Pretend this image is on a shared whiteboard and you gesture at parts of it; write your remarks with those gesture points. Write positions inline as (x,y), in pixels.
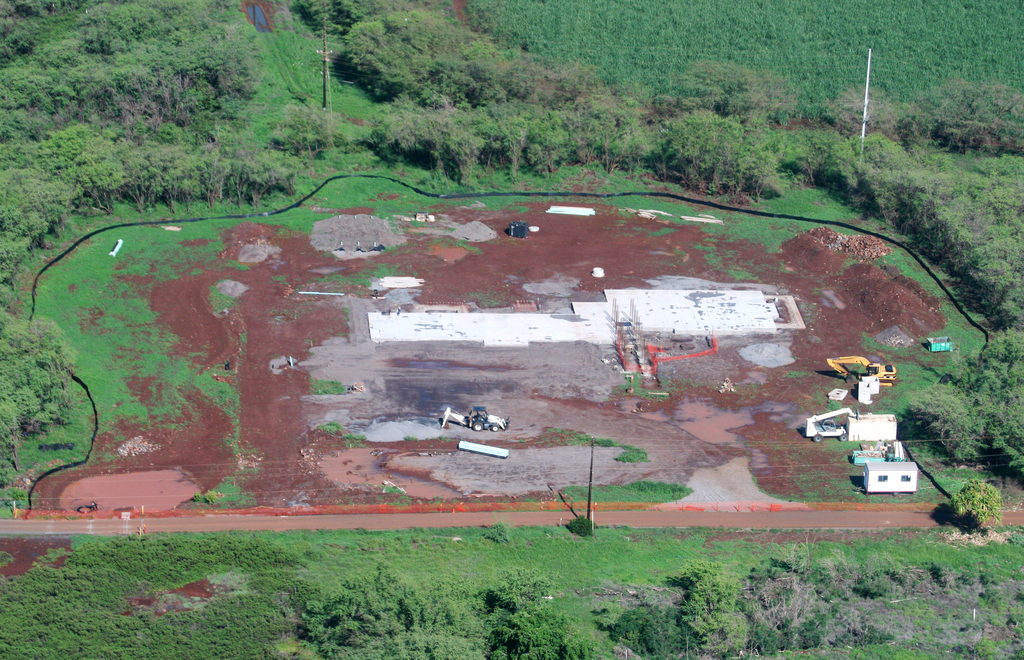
In this picture I can see vehicles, poles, cables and some other objects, and in the background (139,115) there are trees (82,170).
